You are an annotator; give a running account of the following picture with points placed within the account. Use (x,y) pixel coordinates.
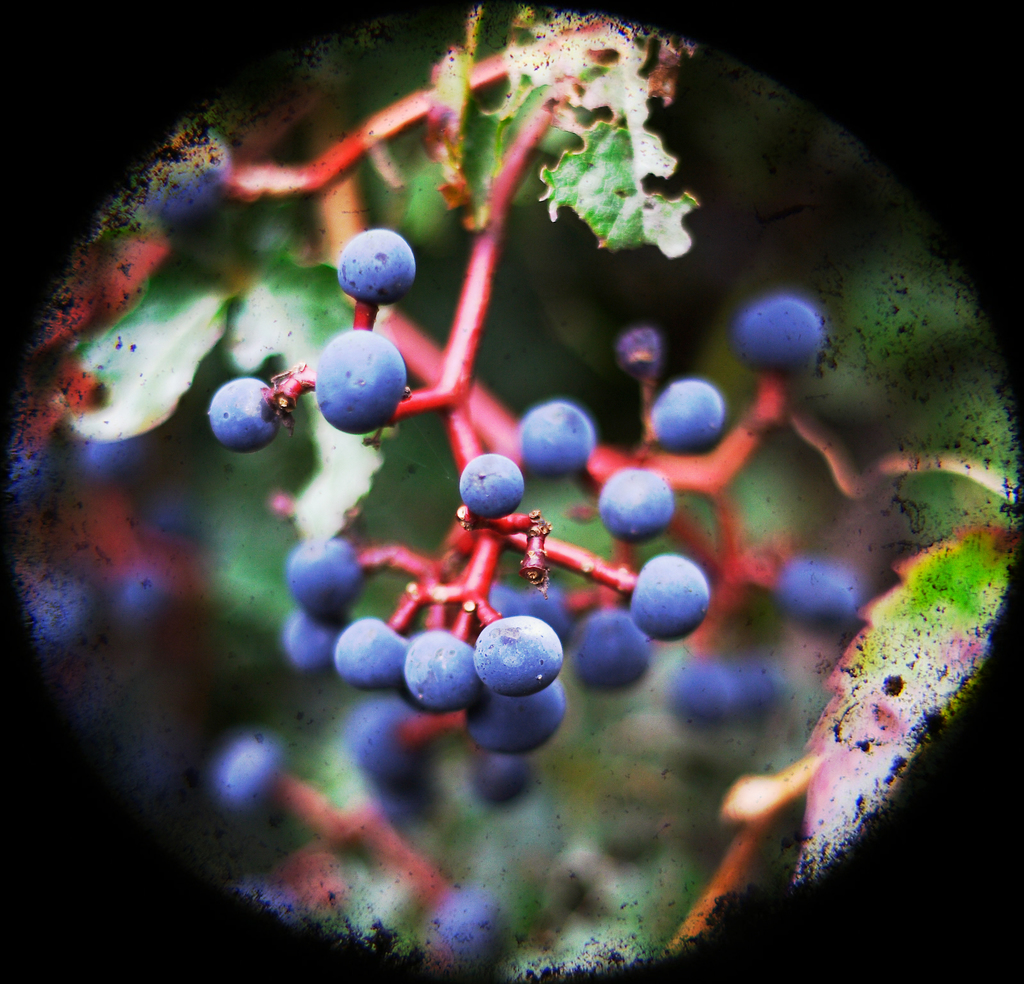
In this image we can see a plant (394,676) with berries (419,687) and the image is edited with a circle frame (255,974).
